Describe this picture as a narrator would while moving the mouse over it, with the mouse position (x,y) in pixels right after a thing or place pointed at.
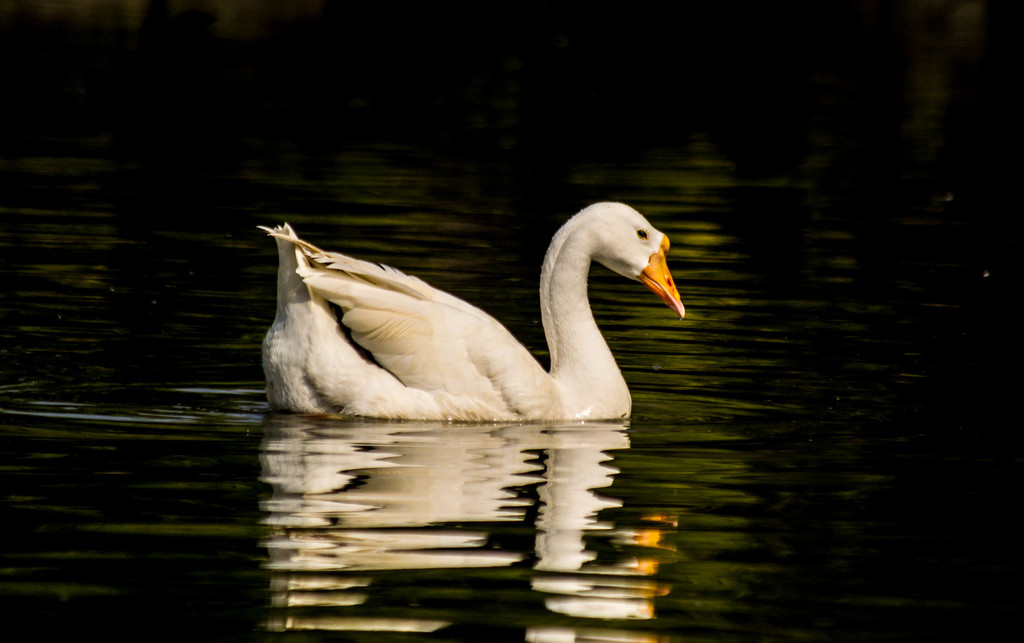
In this picture we can observe a swan (577,282) swimming in the water (642,314) which is in white color. In the background (237,186) there is water (466,162).
